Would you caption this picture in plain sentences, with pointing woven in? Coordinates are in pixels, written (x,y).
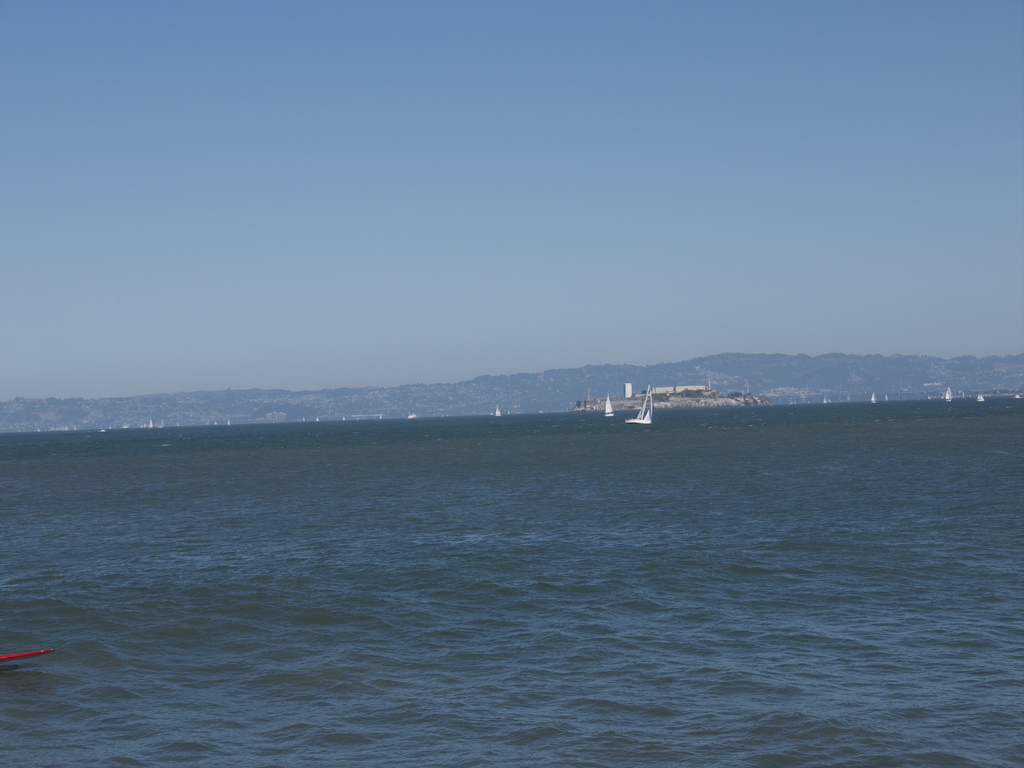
In this image I can see few boats (650,415) on the water (813,507). In the background (759,390) I can see few trees (879,360), mountains (830,374) and the sky (437,204) is in white and blue color.
